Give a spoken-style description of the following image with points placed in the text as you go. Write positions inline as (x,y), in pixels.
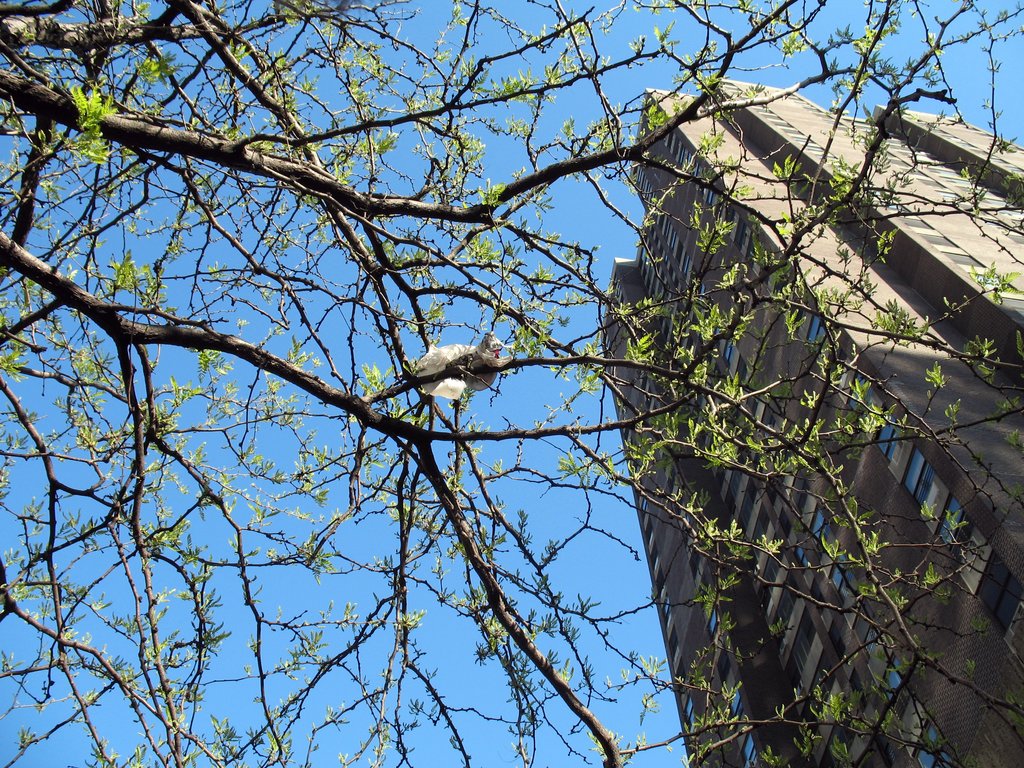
In this picture we can see a bird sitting on a tree (381,401). There are few leaves (568,409) on this tree (369,459). We can see a building (657,343) on the right side (836,412). Sky (541,370) is blue in color.
